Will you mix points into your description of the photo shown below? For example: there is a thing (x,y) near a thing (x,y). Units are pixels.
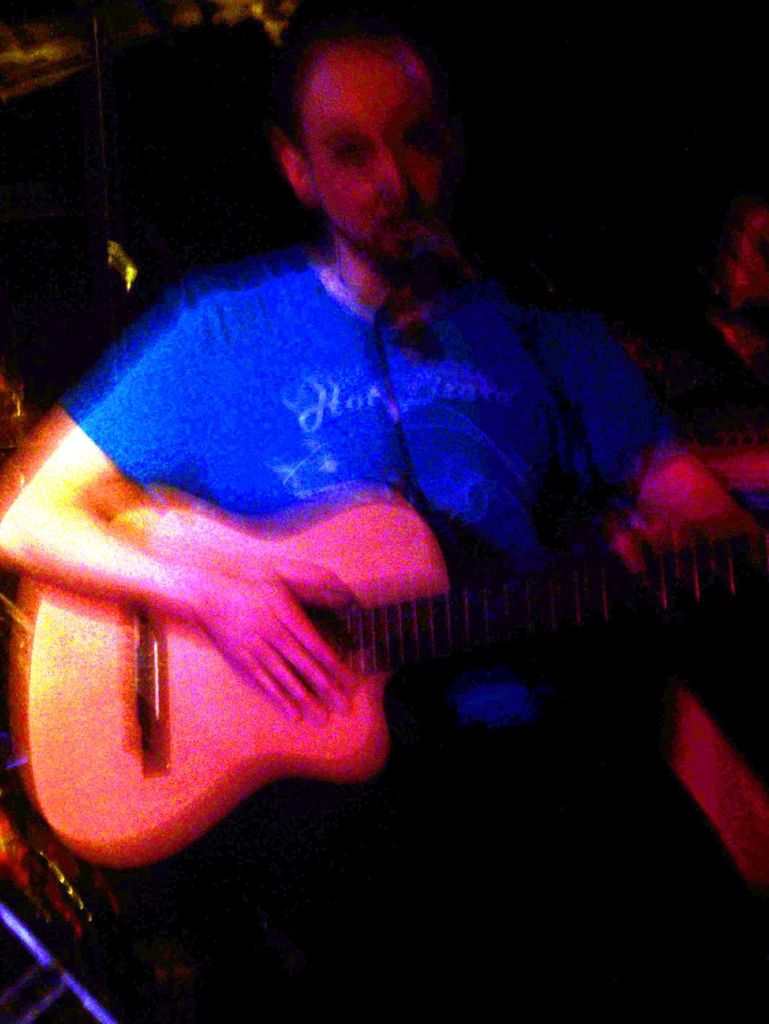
This picture shows a man (509,338) standing and playing a guitar (348,555) with his hands (286,639). He wore a blue t-shirt (338,430).
